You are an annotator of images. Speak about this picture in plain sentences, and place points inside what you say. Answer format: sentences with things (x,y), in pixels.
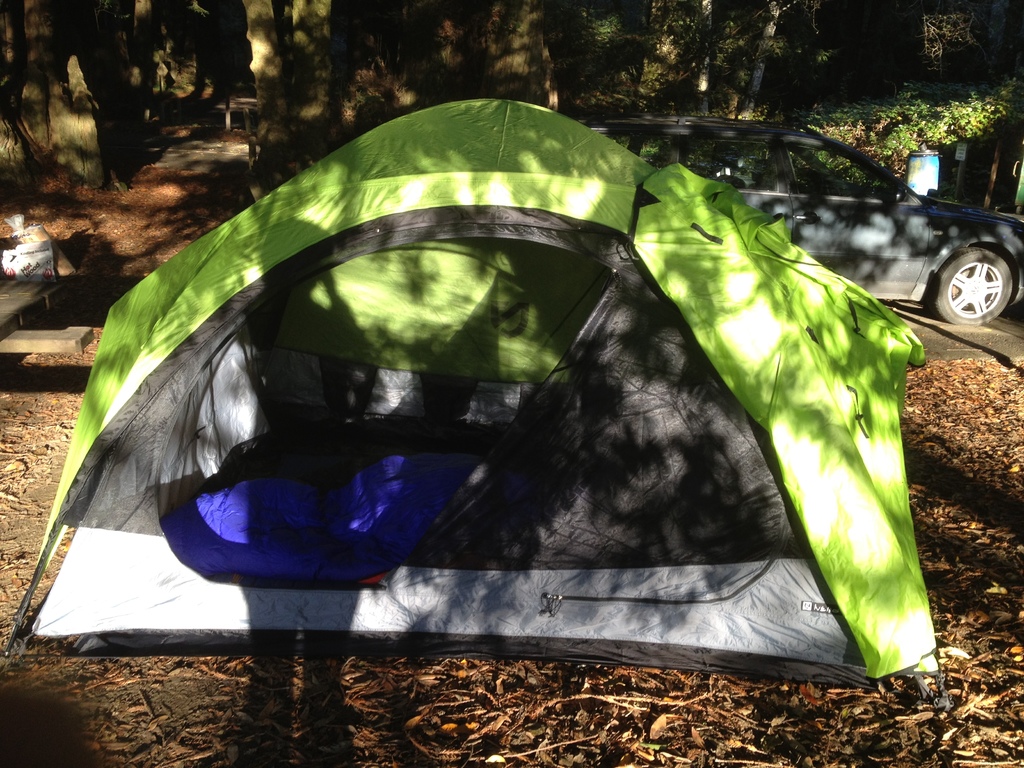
In this picture, we can see the ground (616,669) with dry leaves (702,682), tent (883,628), a vehicle (843,234), road (972,326), trees (482,54), plants (854,116) and some objects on the left side of the picture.
